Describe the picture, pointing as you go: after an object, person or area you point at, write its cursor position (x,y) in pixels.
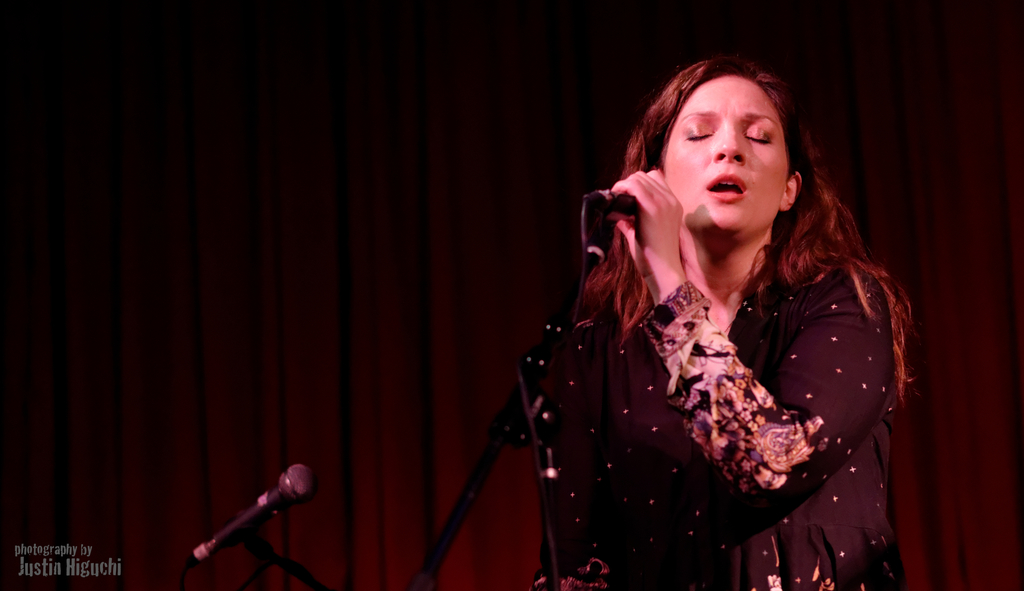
In this image I can see a woman (646,221) holding a mic (615,211) in her hand (647,251). In the background (209,546) I can see one more mic (229,539).
